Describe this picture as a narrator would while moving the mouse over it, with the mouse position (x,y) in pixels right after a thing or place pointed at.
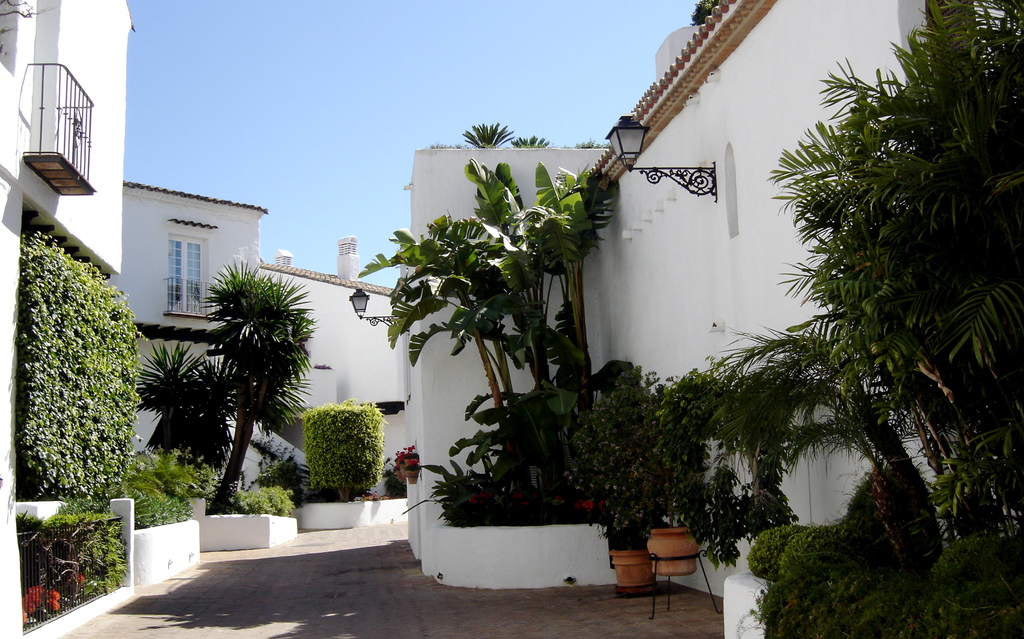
In this picture we can see house plants (647,545), trees (497,395), buildings (65,80) with windows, lamps (364,302) and in the background (368,124) we can see the sky (323,45).
